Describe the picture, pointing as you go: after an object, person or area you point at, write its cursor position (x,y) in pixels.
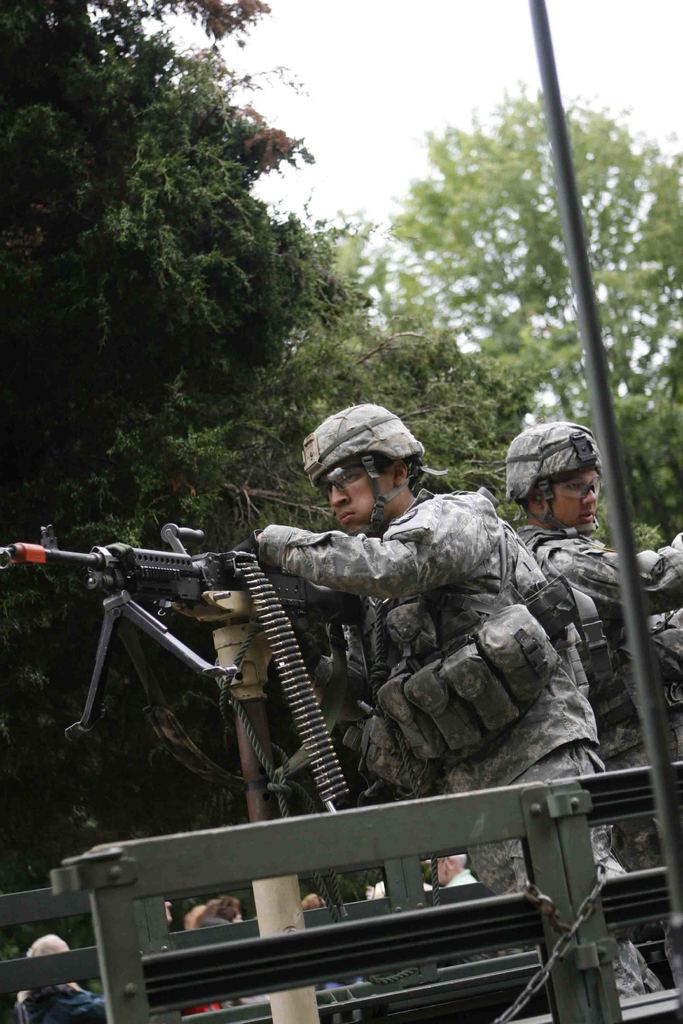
On the right side (533,447), there are two persons (549,437) in uniforms (586,573). One of them is holding a gun (211,569), which is arranged on a stand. On both sides of these two persons (620,716), there is a fence (663,898) and there is a pole (661,809). In the background (558,11), there are other persons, trees (382,305) and there are clouds (430,98) in the sky (391,77).
